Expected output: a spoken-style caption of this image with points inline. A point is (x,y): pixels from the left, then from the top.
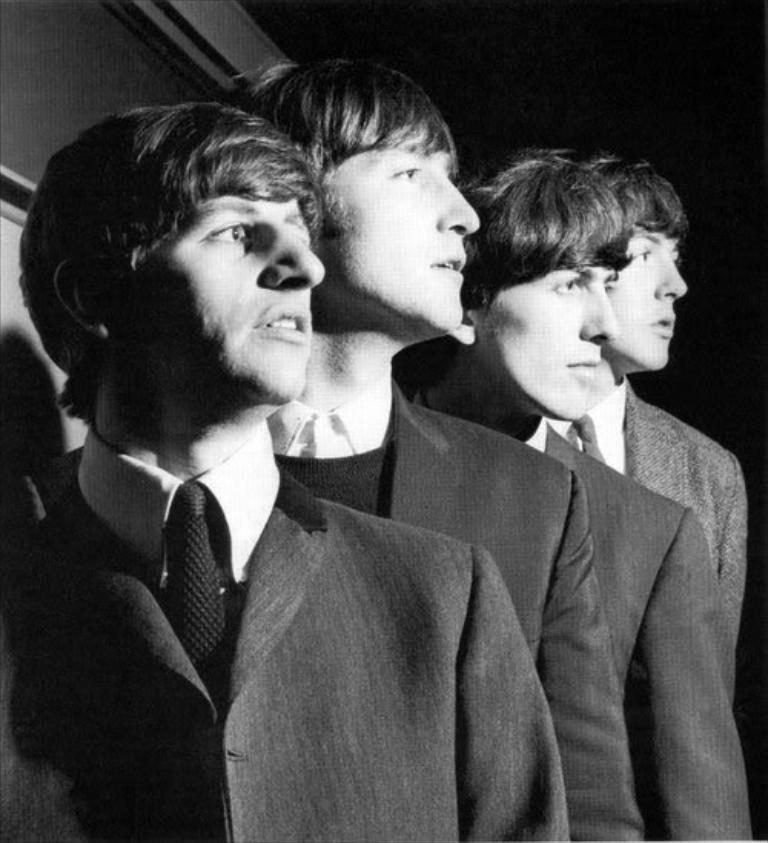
In this image there are four men (473,461) wearing suit (251,627) tie (214,629). The background (561,90) there is dark.
